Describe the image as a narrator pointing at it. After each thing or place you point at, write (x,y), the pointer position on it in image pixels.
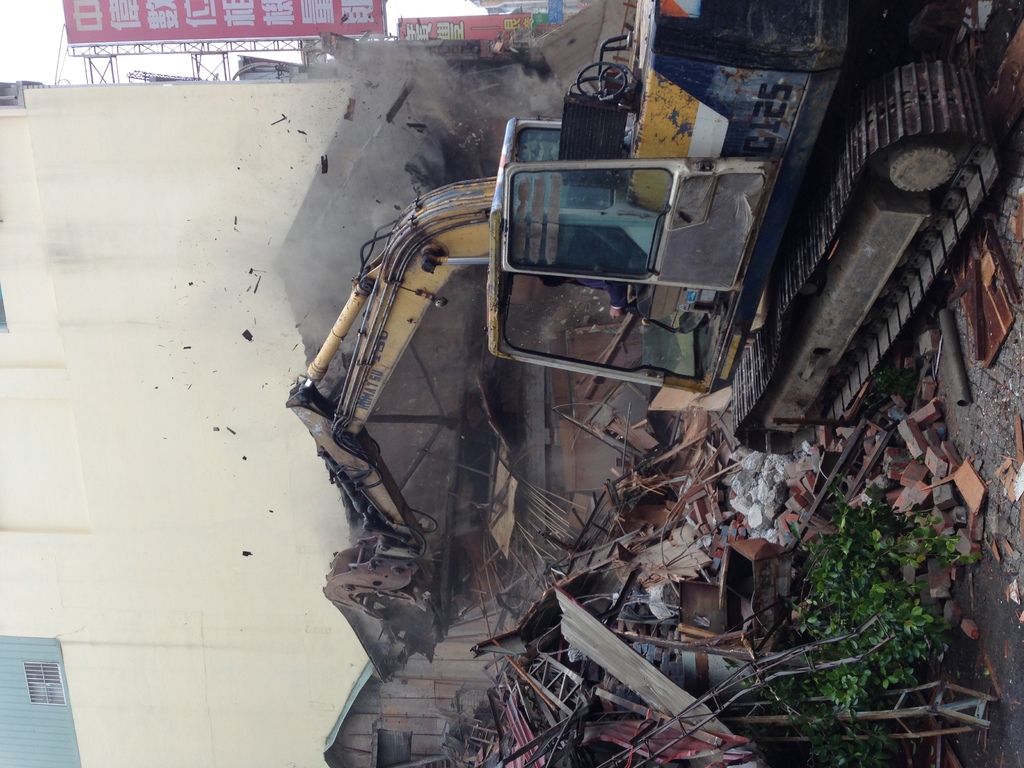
In this image, on the right side (720,172), we can see a crane (722,167) and some bricks (963,507), plants (921,606) and a hut (440,764). On the left side (50,693) corner, we can also see a window (54,681). In the background (134,297), we can see white color wall (95,231), hoardings (211,22). On the top (42,32), we can see a sky (409,4).
